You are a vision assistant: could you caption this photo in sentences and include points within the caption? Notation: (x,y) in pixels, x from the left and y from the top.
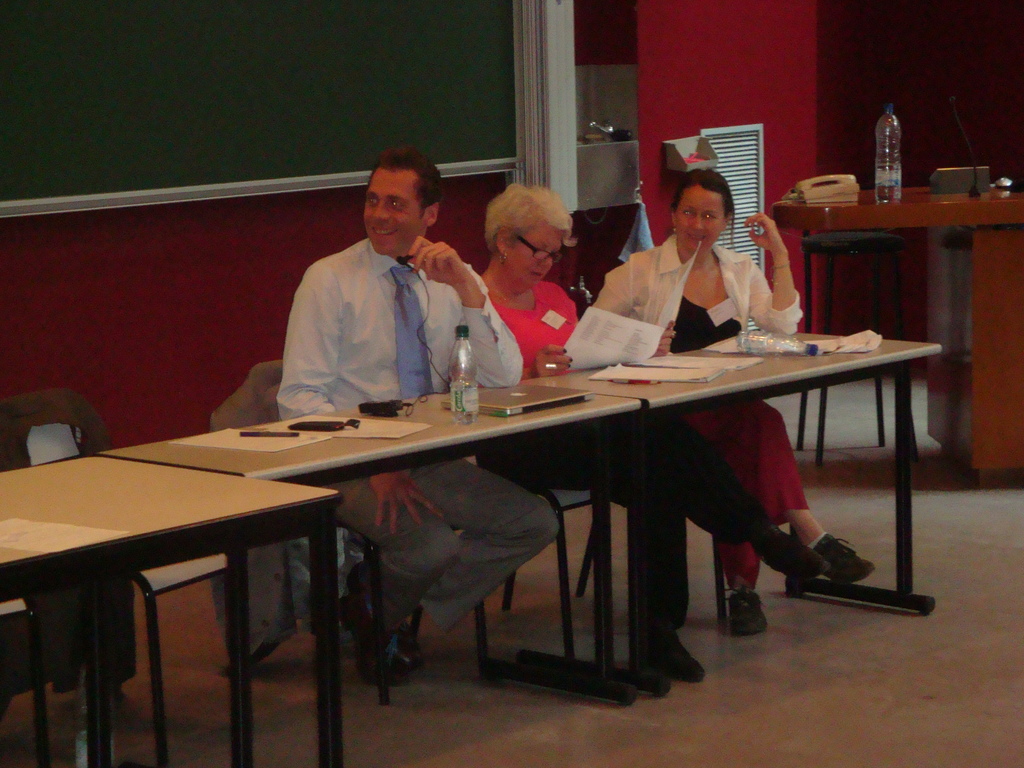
There are three members (502,302) sitting in front of a tables (480,421) on which some laptops (480,393), water bottles (474,382), mobiles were placed. Both of them were women (525,266) and one of them was man (402,268). In the background (61,180) there is a board (174,143) and a table (986,201) on which a telephone (835,186) and water bottle (890,158) was placed.
